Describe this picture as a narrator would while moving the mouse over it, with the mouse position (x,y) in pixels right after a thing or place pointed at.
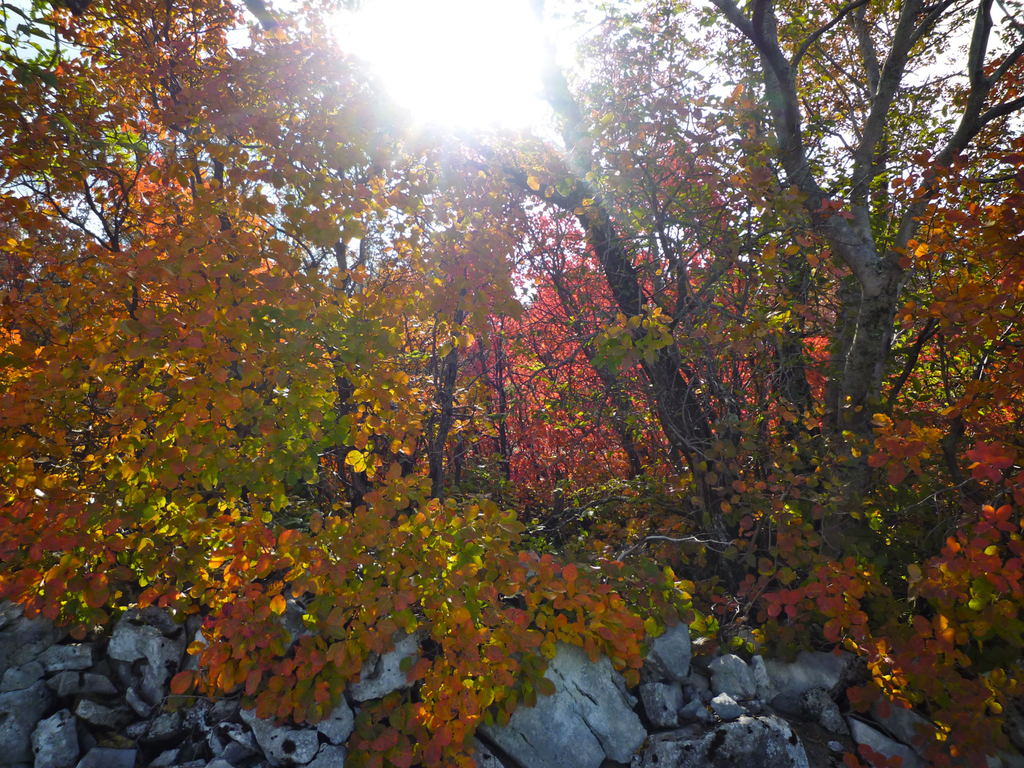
In the picture we can see some plants (497,709) and trees (296,240) with different colors of leaves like yellow, red and green and to the bottom (615,738) we can see some rocks (621,725) which are white in color and to the top (394,100) we can see a sky (501,113) with sunshine (495,128).
